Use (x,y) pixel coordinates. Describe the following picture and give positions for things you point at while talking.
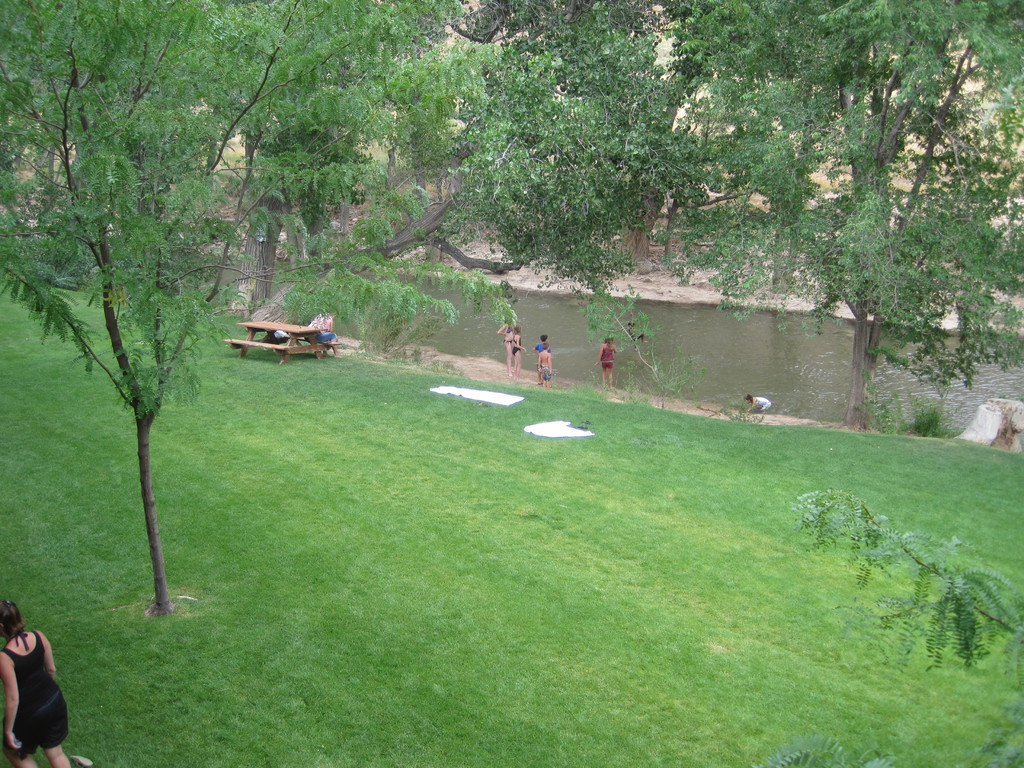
In this image we can see grass (641,571), clothes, benches (291,350), table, water (762,340), and few people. In the background (976,281) there are trees (530,227).
